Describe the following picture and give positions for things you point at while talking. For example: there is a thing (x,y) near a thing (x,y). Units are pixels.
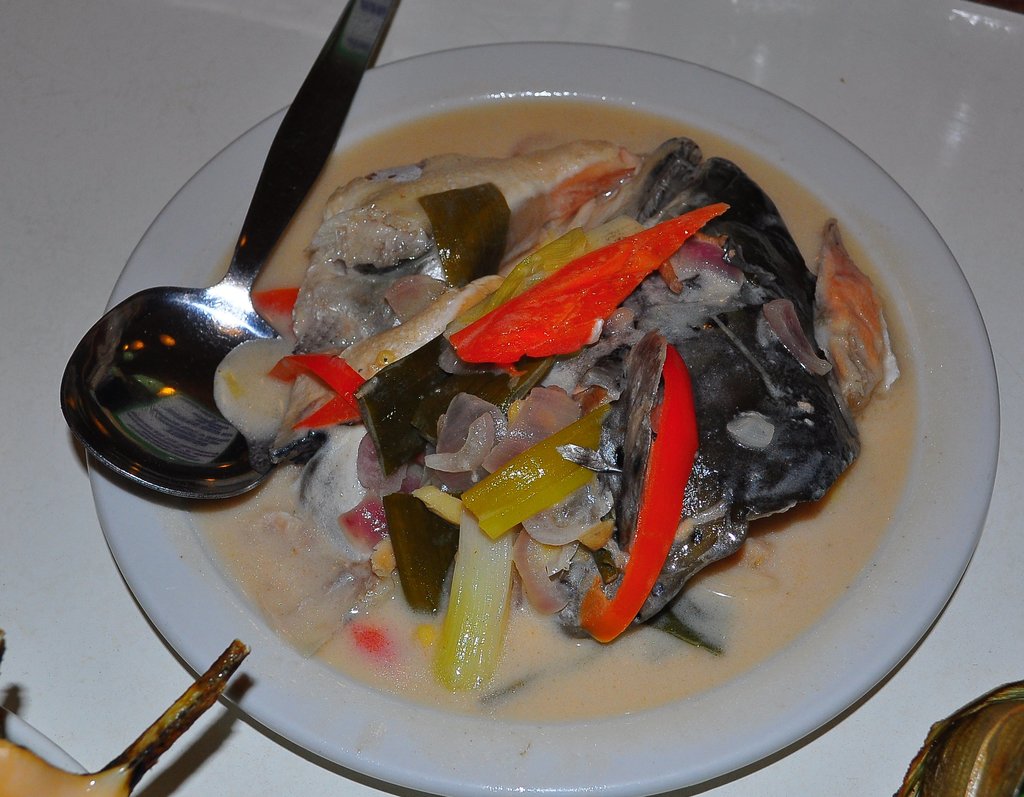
In this image I can see a plate (966,435) in which food items (762,478) are there, spoon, vegetables (360,525) and some objects (922,760) may be kept on the table (54,572). This image is taken may be in a room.
